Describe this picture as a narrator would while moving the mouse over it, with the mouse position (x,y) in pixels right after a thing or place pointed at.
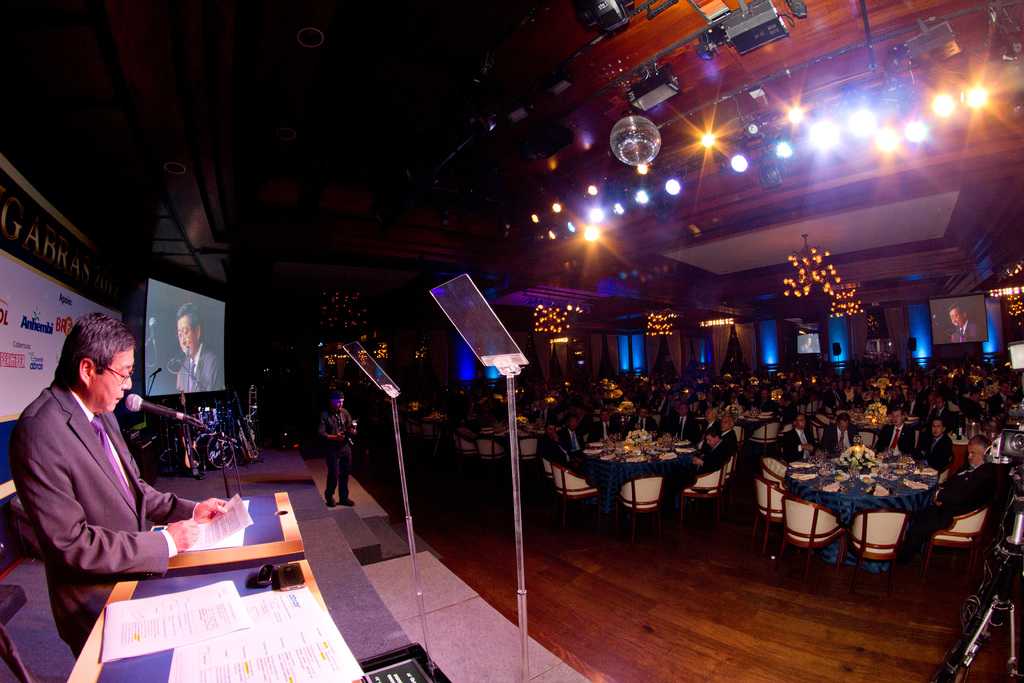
This image is taken in an auditorium (713,516), there are many people (982,443) in this auditorium (761,361). In the left side of the image (118,348) a man (77,394) standing in front of podium (287,522), holding papers (221,542) in his hand (189,527). There is a screen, there is mic (185,421). In the middle of the image (545,328) there are chandeliers (556,317) on the roof (705,222), there are lamps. In the right side of the image (930,482) there is a table (930,478) and a flower vase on the table (858,488). There are many chairs (802,542). There is a camera (1007,438) in the right side of the image (1018,432).
